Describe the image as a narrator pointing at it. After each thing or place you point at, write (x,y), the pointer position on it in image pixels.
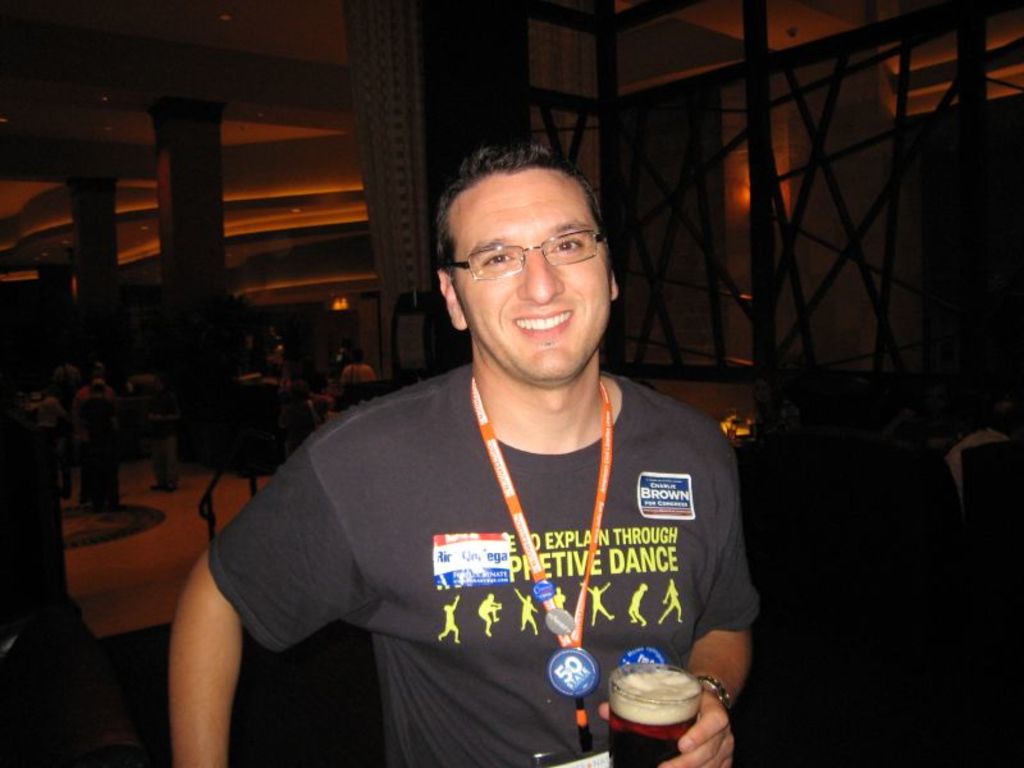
In this picture we have a man (195,625) standing and smiling by wearing a tag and holding a glass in his hand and in the back ground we have some group of people (70,371) standing and sitting.
